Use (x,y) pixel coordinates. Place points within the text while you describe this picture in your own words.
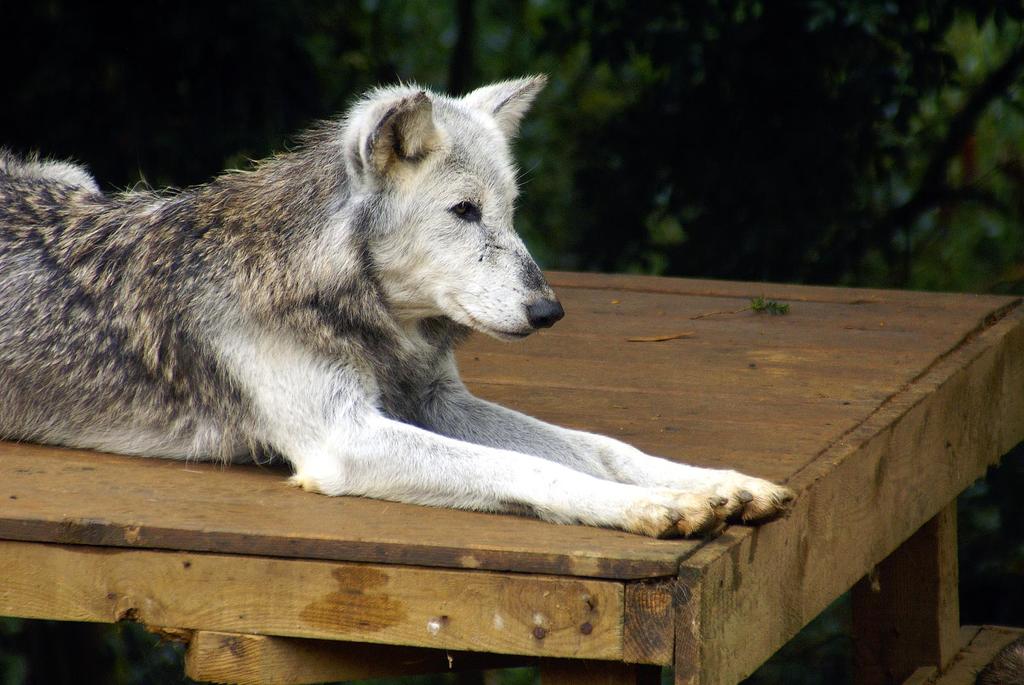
Dog (311,359) is sitting on this wooden table (801,367). Background (882,79) it is blur.
